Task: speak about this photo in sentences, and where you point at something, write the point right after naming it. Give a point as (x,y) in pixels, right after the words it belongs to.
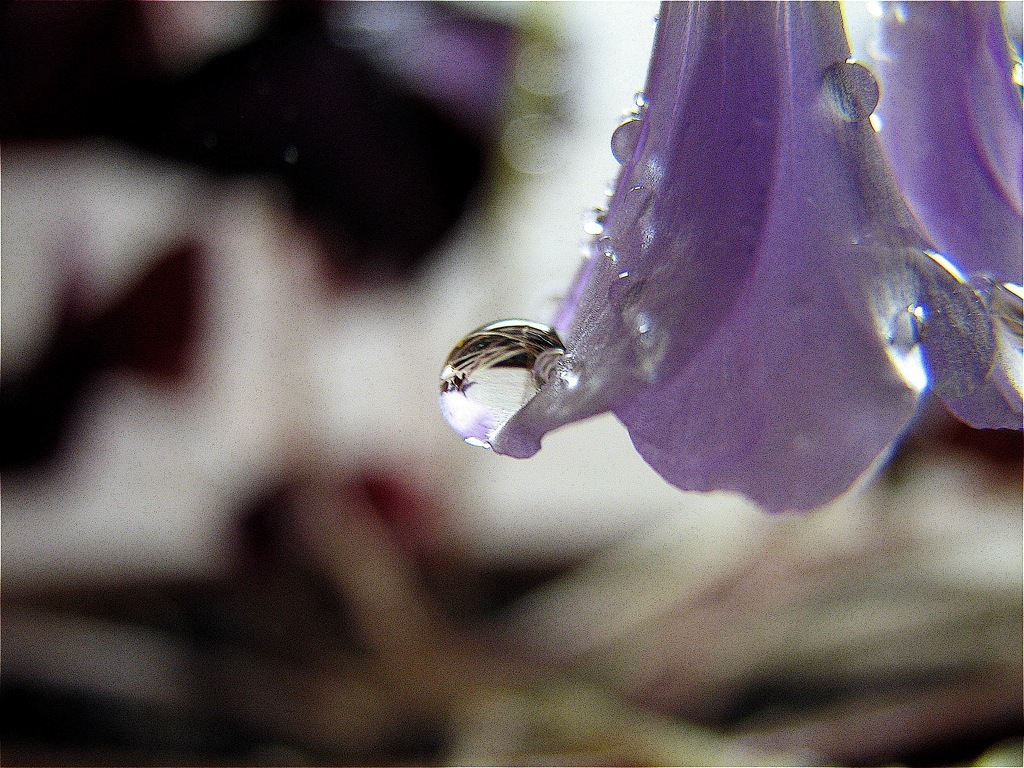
In this image there two flowers (868,193) on that flowers (830,121) there are water drops (495,377), in the background (416,352) it is blurry.
